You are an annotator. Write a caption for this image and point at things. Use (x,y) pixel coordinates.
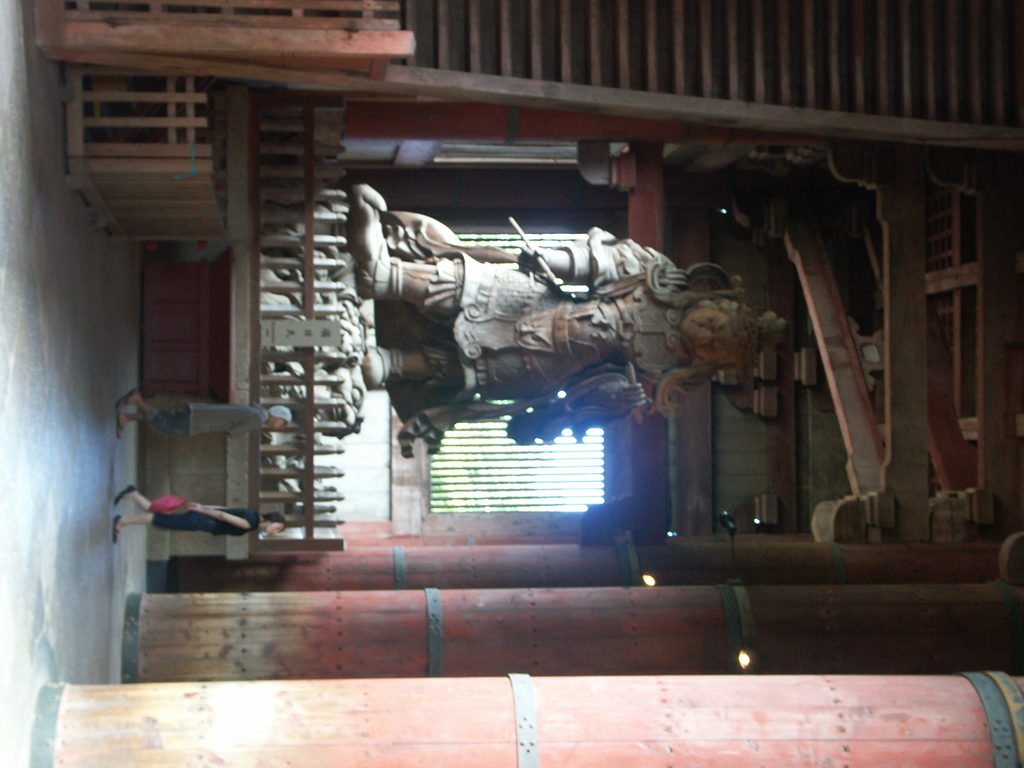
In the middle of the picture (492,336), we see a statue (487,333). Beside that, we see a railing (299,470). On the left side (204,407), we see two people (233,419) are walking. At the bottom of the picture (504,697), we see pillars (526,631) in red color. In the background (477,497), we see a window (478,492) from which trees (526,479) are visible. On the left side (143,131), we see a wooden box (188,107) and a ladder (584,47) or a wall (723,64).
